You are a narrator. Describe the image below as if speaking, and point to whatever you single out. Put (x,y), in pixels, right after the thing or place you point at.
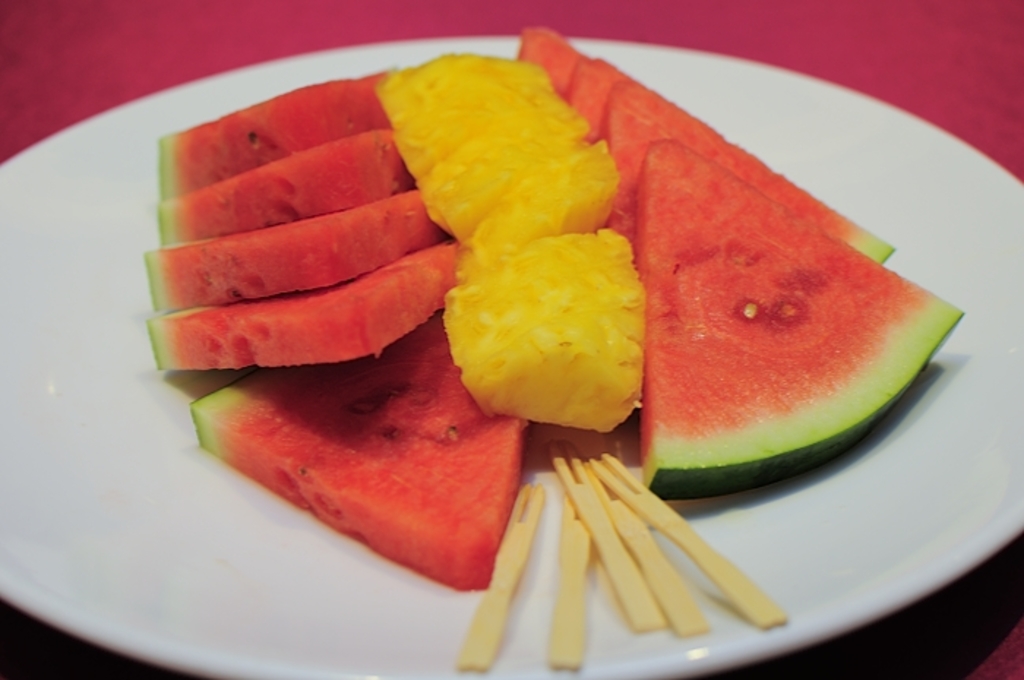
In this image I can see the pieces (432,287) of watermelon (340,305) and pineapple (463,261) in the plate (149,448). I can also see the sticks (570,566) on the plate (725,555). The plate (725,555) is on the pink color surface (798,44).
